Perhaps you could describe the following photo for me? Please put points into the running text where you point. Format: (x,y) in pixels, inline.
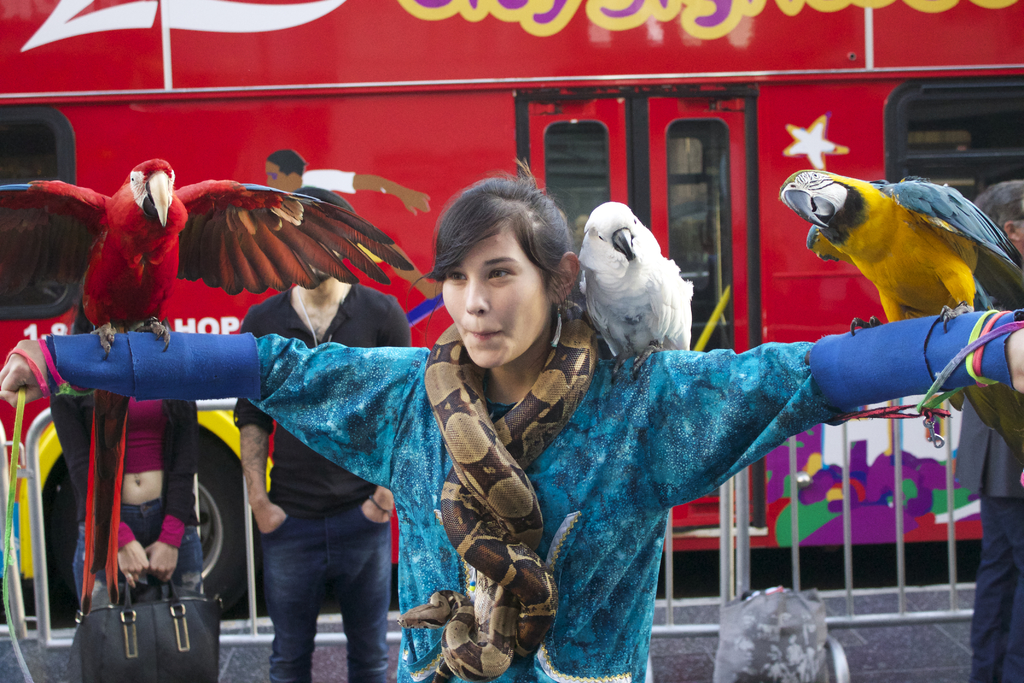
In this image there is a girl (351,368) in the middle (423,370). There are three parrots (916,262) on her shoulder (665,361) and arms (796,357). In the background (403,110) there is a bus (357,77). Beside the bus (821,473) there is a railing (729,529). On the left side (180,506) there are two persons (179,536) standing on the floor (241,652).
